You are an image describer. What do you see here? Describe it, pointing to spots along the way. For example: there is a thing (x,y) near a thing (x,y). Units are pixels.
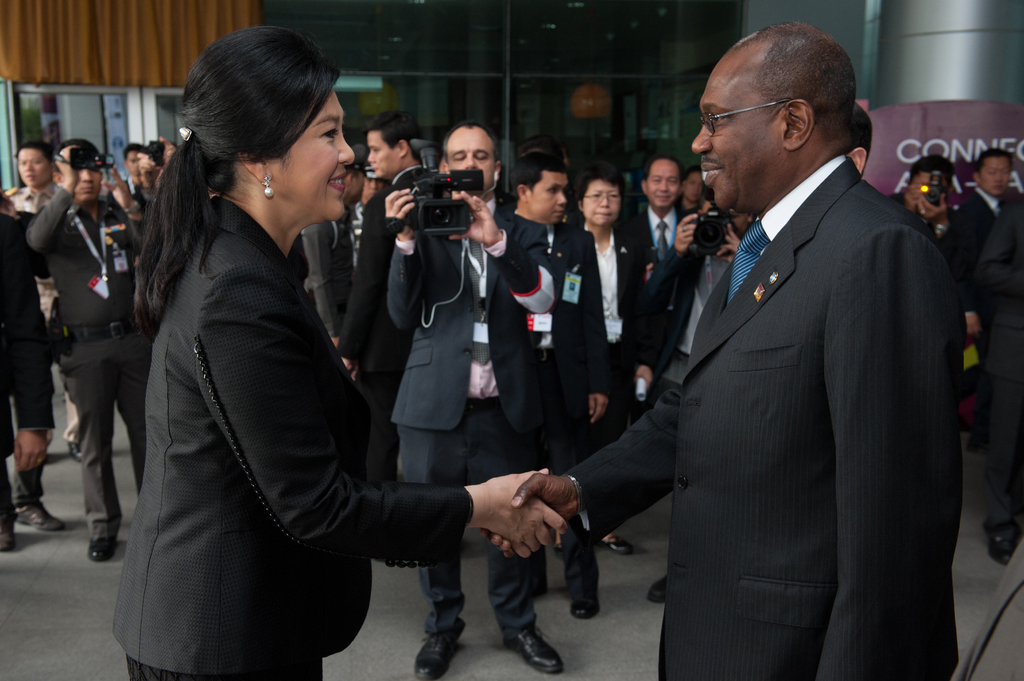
In this picture we can see a man (748,420) and a woman (334,573) shaking their hands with each other. We can see a few people (403,216) holding the camera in their hands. There are a few people (388,160) visible at the back (379,154). We can see a cloth (98,55) in the top left (65,33). There is a glass object (371,90). Through this glass object (424,81), we can see a few things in the background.
